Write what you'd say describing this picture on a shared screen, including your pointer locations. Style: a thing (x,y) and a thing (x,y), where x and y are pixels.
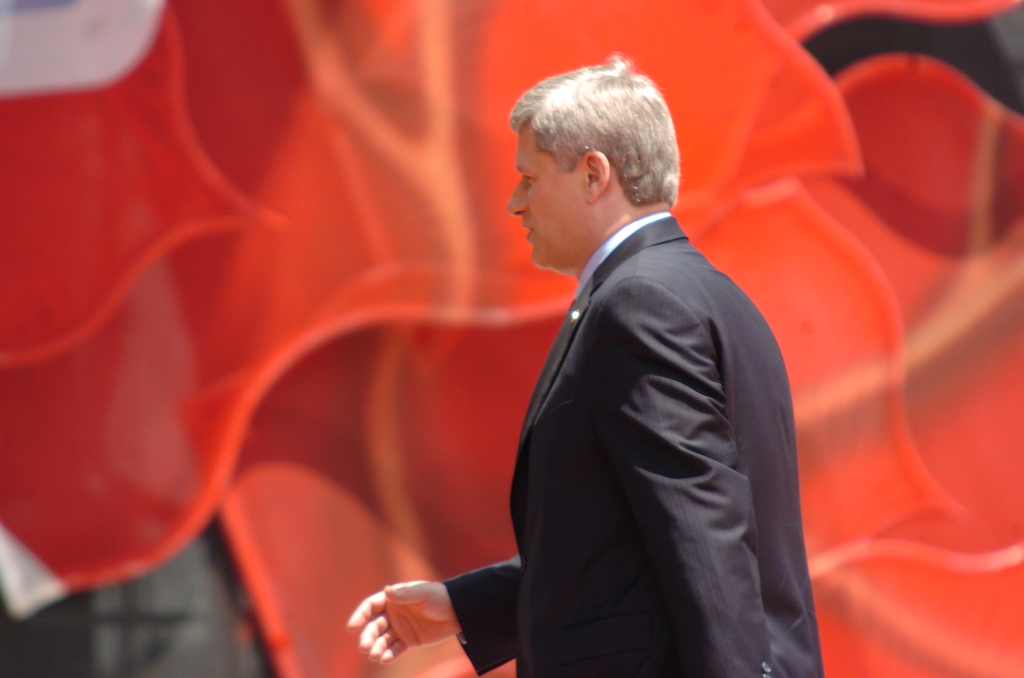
In this picture we can see a man (569,407) in the black blazer (603,480) is stood on the path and behind the man (697,426) there is an orange item (263,382).
